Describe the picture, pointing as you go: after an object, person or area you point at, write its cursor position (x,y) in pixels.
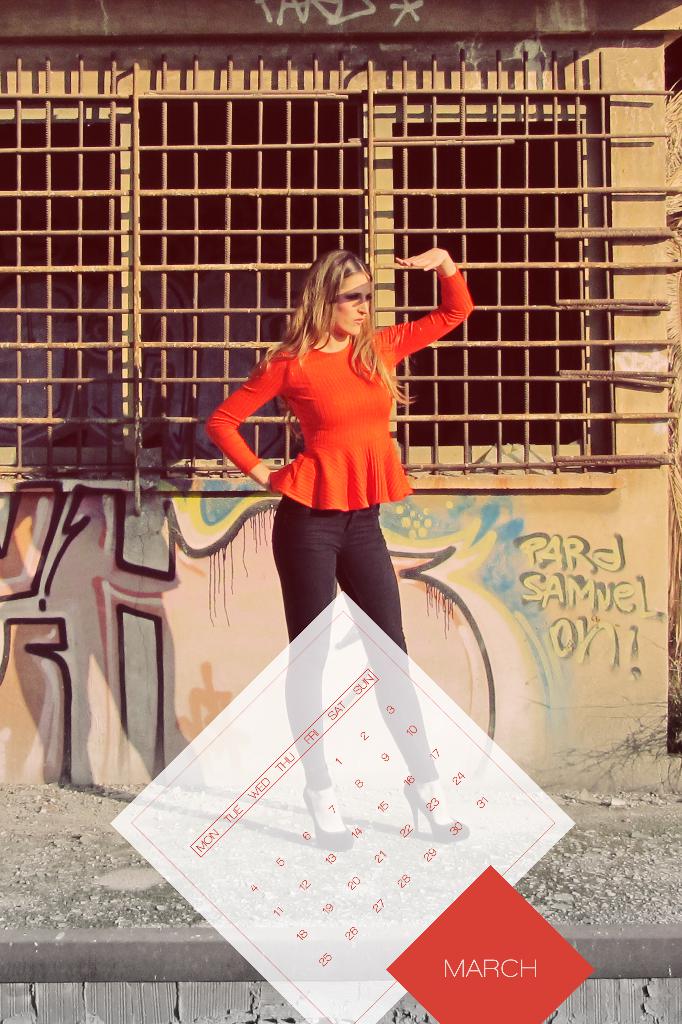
In this picture, we can see a person (316,314) standing on the ground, we can see the wall (510,601) with some art (226,610) on it, we can see a calendar (353,812) in the bottom side of the picture (279,818).
